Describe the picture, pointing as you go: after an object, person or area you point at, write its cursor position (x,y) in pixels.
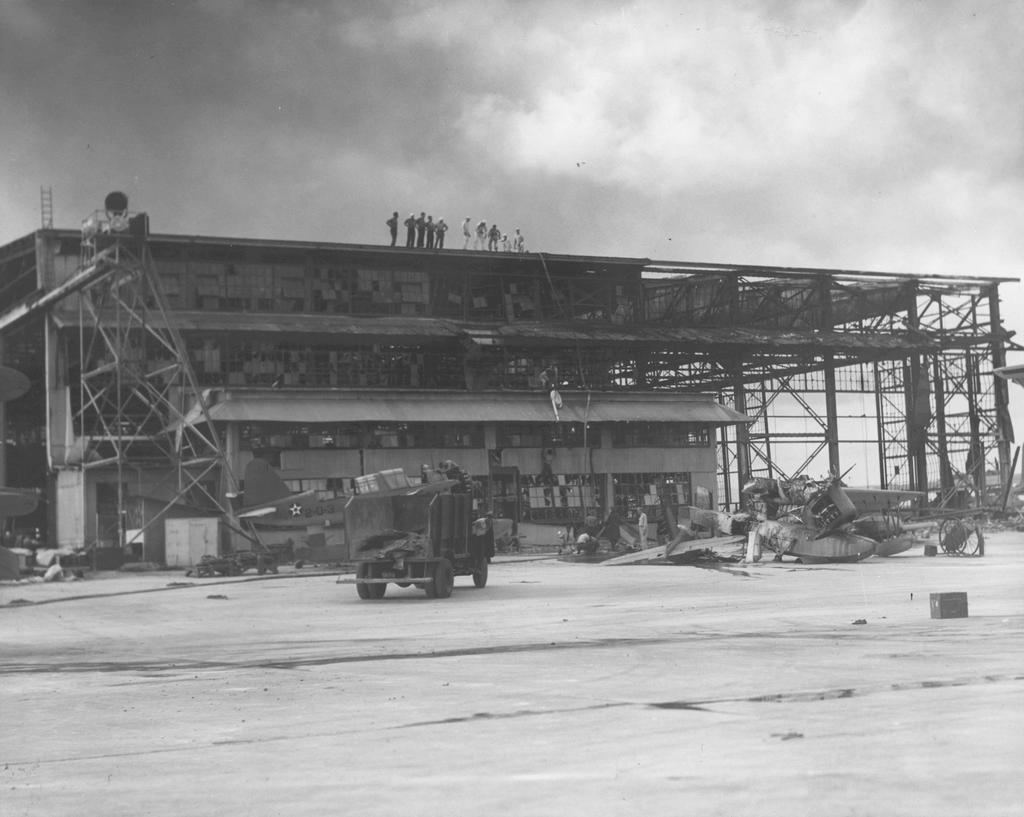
This picture describes about group of people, few people (516,228) are standing on the building (501,256), in front of the building (446,249) we can find few metal rods (676,369), vehicle (350,515) and few more people (583,550).
